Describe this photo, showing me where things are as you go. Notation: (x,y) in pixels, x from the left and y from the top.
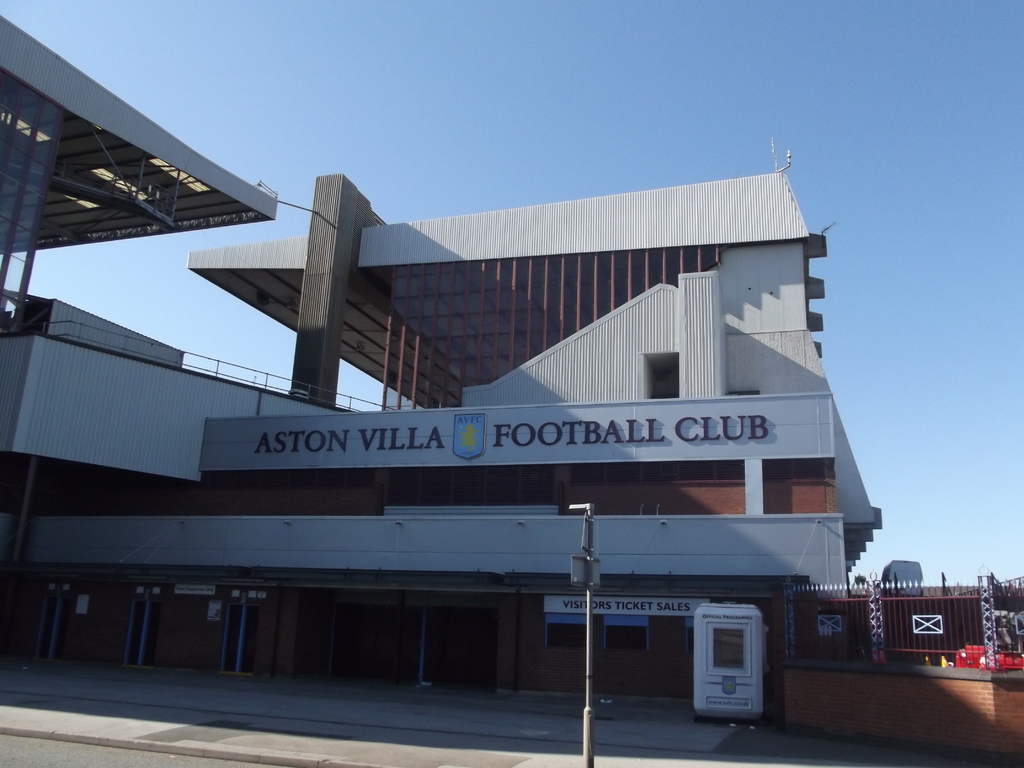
In the picture I can see buildings (534,474), fence (838,640), a pole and something written on the building (519,453). In the background (903,364) I can see the sky (909,390).
